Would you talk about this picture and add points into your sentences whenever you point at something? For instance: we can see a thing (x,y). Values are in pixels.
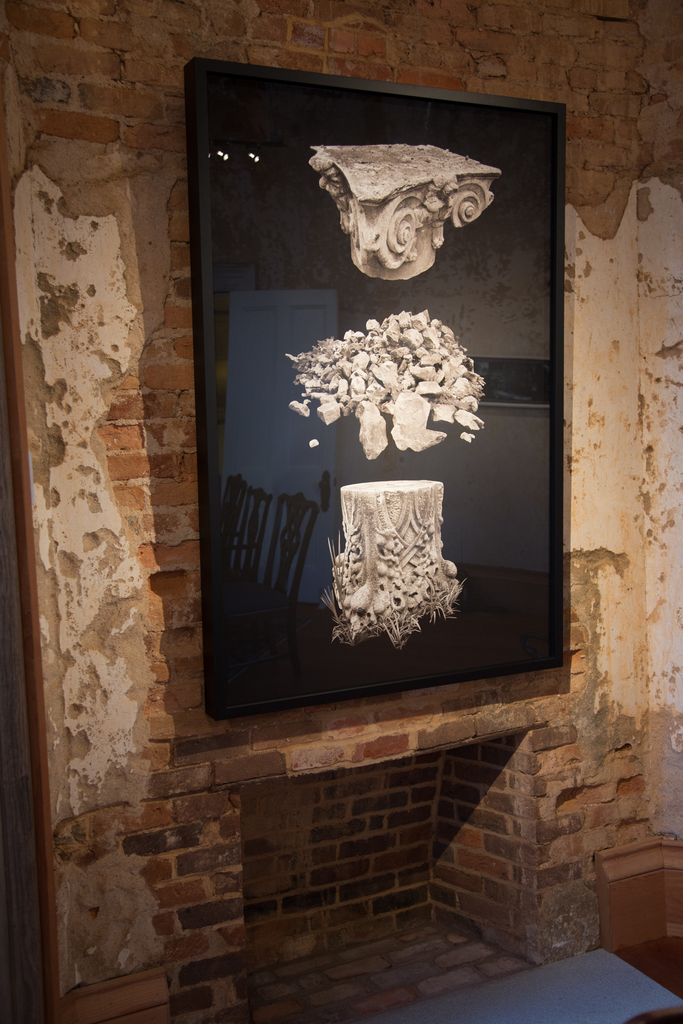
There is a brick wall (488,885). On that we can see a frame (374,294). On the frame (374,294) there are some images (388,500) and reflections (263,545) of chairs (252,562).
